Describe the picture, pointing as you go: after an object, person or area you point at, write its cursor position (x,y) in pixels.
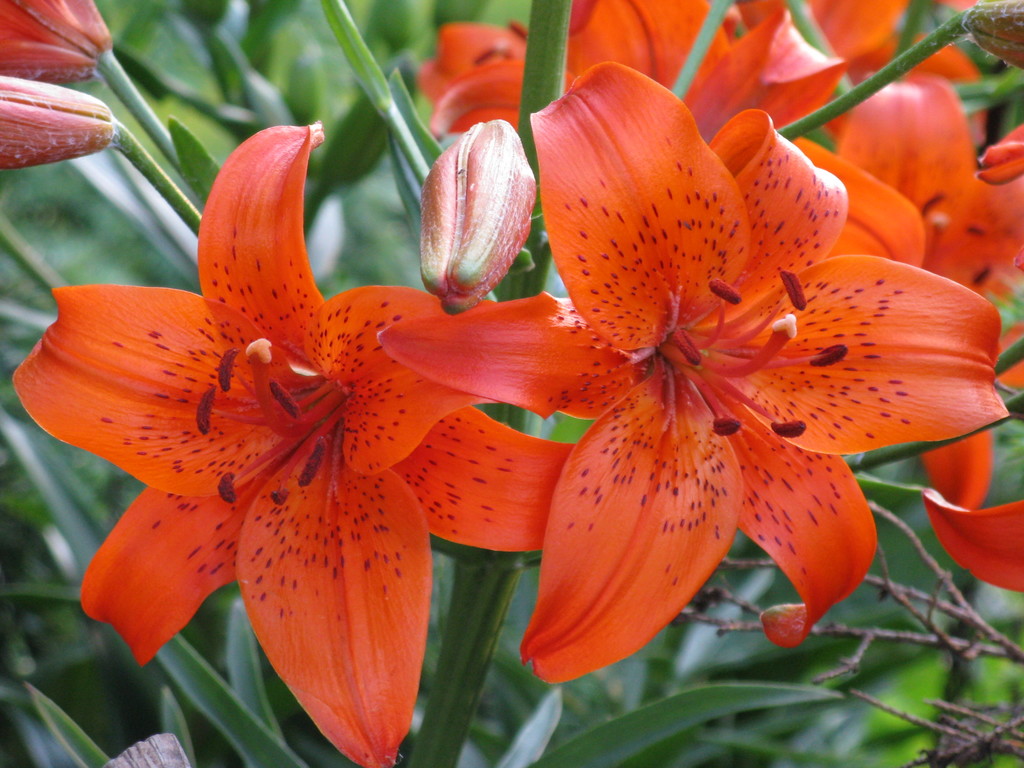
This image consists of flowers (413,493) in red color. In the background (369,234), we can see green leaves (26,177).
